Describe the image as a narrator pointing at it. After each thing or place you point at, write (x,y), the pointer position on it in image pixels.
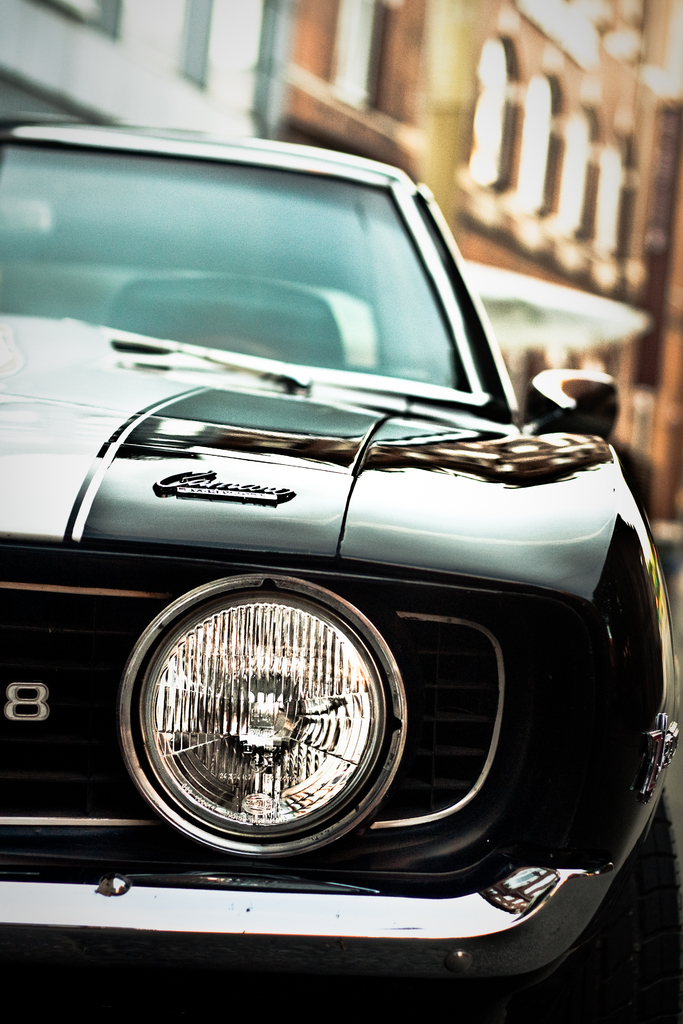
In this image I can see a car (527,560) in the front (27,143). I can also see few buildings (117,76) in the background (424,114).
